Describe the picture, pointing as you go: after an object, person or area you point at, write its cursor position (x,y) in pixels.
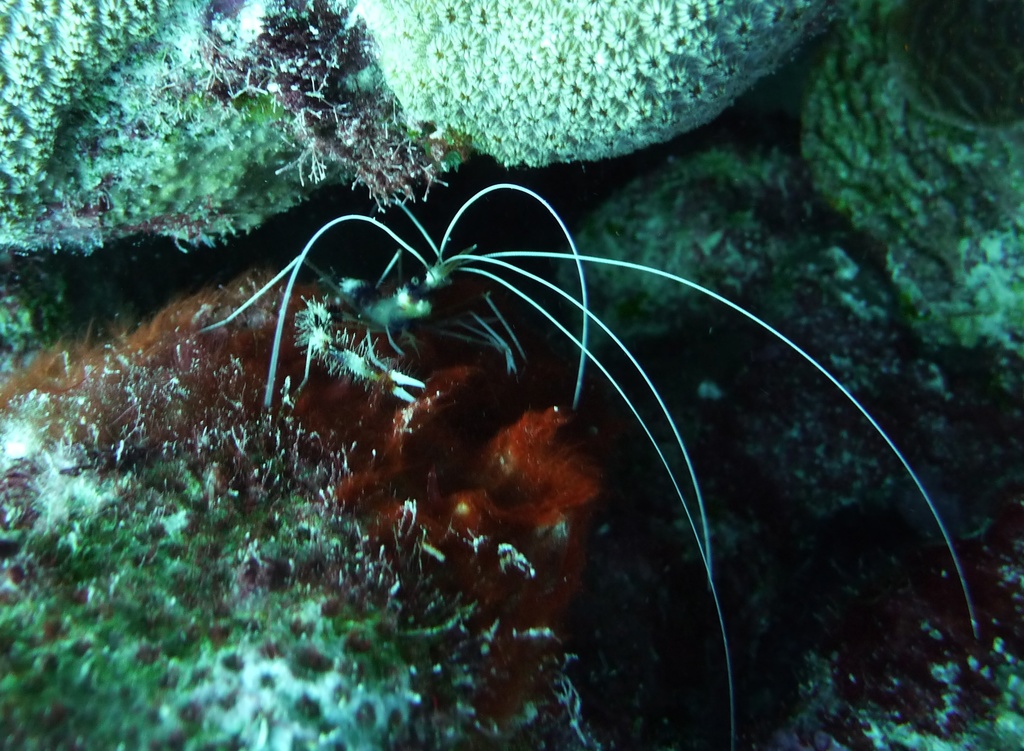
in this image there is one shrimp (520,343) in middle of this image (523,368) and there are some water plants (388,182) in the background (514,99).
